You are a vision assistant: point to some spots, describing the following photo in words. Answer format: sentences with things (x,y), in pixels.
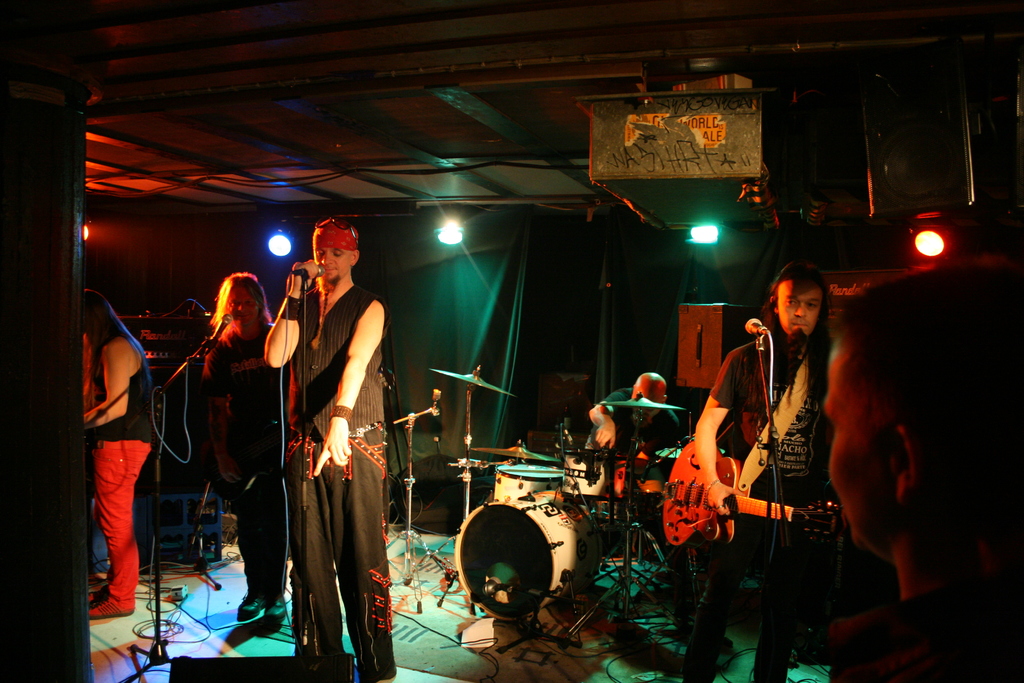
In this image we can see this person (703,443) is holding a guitar (833,517) in his hands (713,504), this man (335,504) is holding a mic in his hands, this man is sitting and playing drums (590,566). In the background (522,261) we can see curtains (522,261), lights (703,242) and speakers (885,176).
